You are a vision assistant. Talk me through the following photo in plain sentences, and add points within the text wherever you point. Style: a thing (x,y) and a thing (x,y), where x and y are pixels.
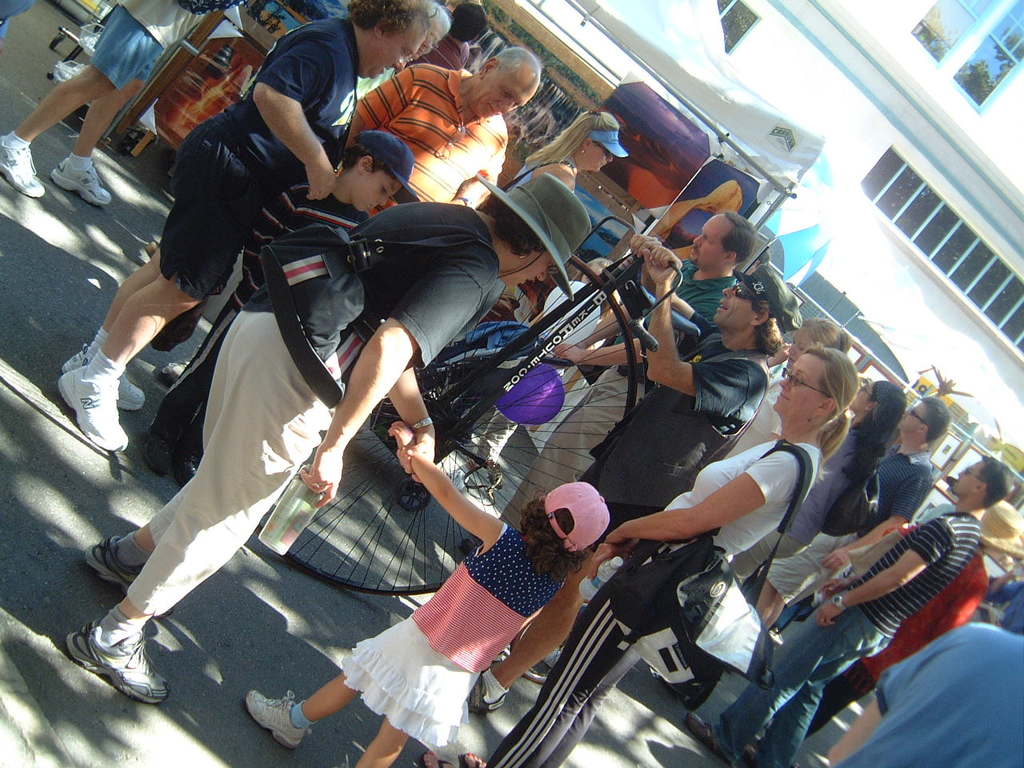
On the left hand side (104,36) some persons (163,32) are standing and one person (220,180) wear blue color shirt (315,41) and short (219,280) and holding one boy (395,168). In the middle of the image (383,348) we can see two ladies (398,353) are holding a child (463,678), one person (664,333) is holding a big wheel (517,390) and another person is staring at him. On the right side (909,439) some other persons (871,701) are standing and building (982,226) is there.
